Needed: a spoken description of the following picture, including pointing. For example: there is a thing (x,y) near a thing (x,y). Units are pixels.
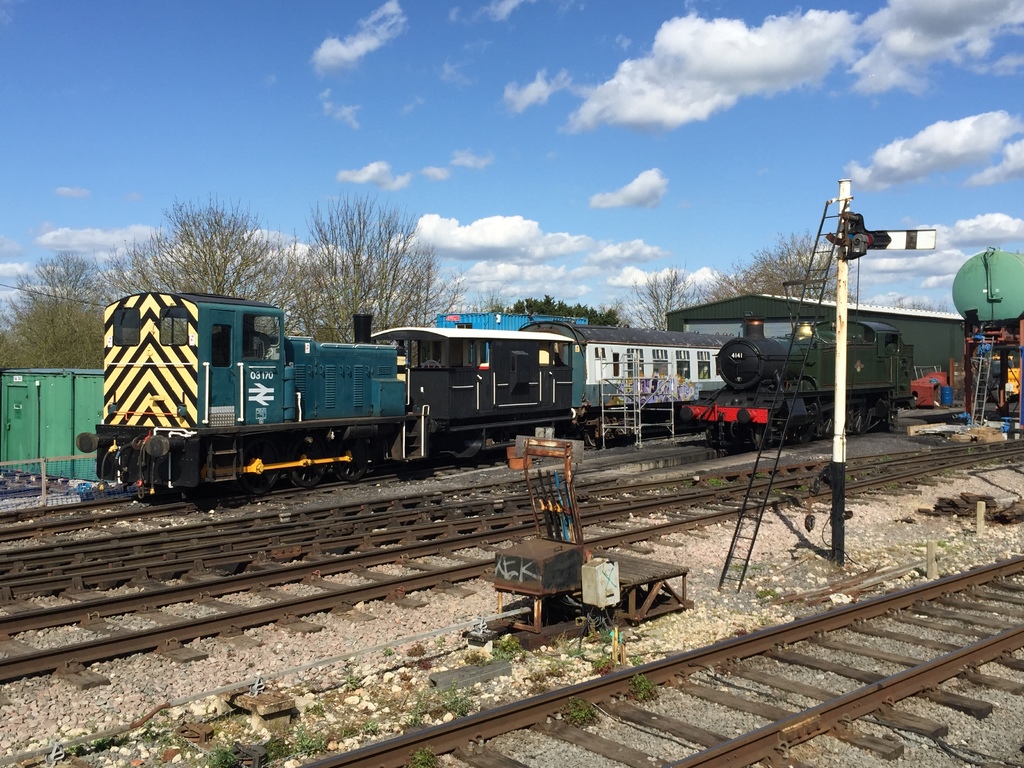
In this picture we can observe railway tracks (371,581). There is a pole (837,507) and a ladder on the right side (839,200). We can observe a train (259,372) on the railway track (250,493). In the background (263,286) there are trees (775,276) and a sky (468,182) with some clouds (461,152).
